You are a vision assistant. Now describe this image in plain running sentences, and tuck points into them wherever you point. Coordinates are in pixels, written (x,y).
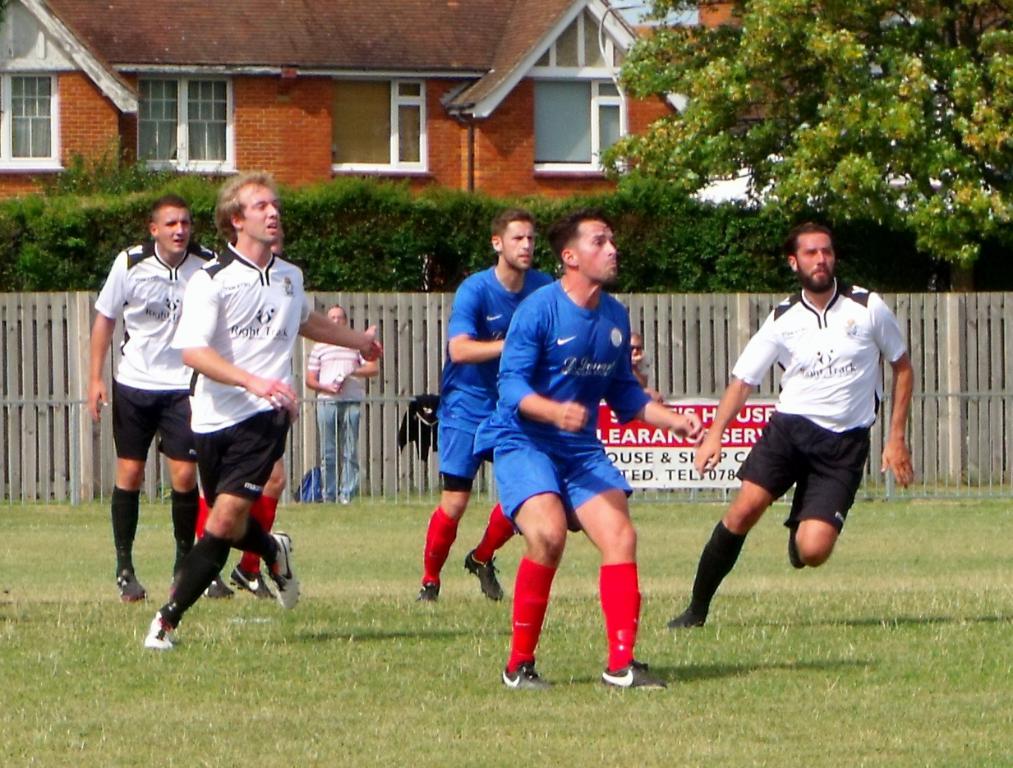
In this image, we can see a group of people (827,314) who are running. Among them, three of them are wearing white T-shirts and two of them are wearing blue T-shirts (611,370) and the ground (299,568) is covered with grass (686,660). At the back (51,346) there is a fencing (983,351) and there is a hoarding (647,460) on the fencing (996,345) with some text (734,440) written on it. Behind the fencing (422,334) there are trees (48,205) and there is also a brick house (567,104) and the windows (563,152) of the house (616,60) are white in color.
